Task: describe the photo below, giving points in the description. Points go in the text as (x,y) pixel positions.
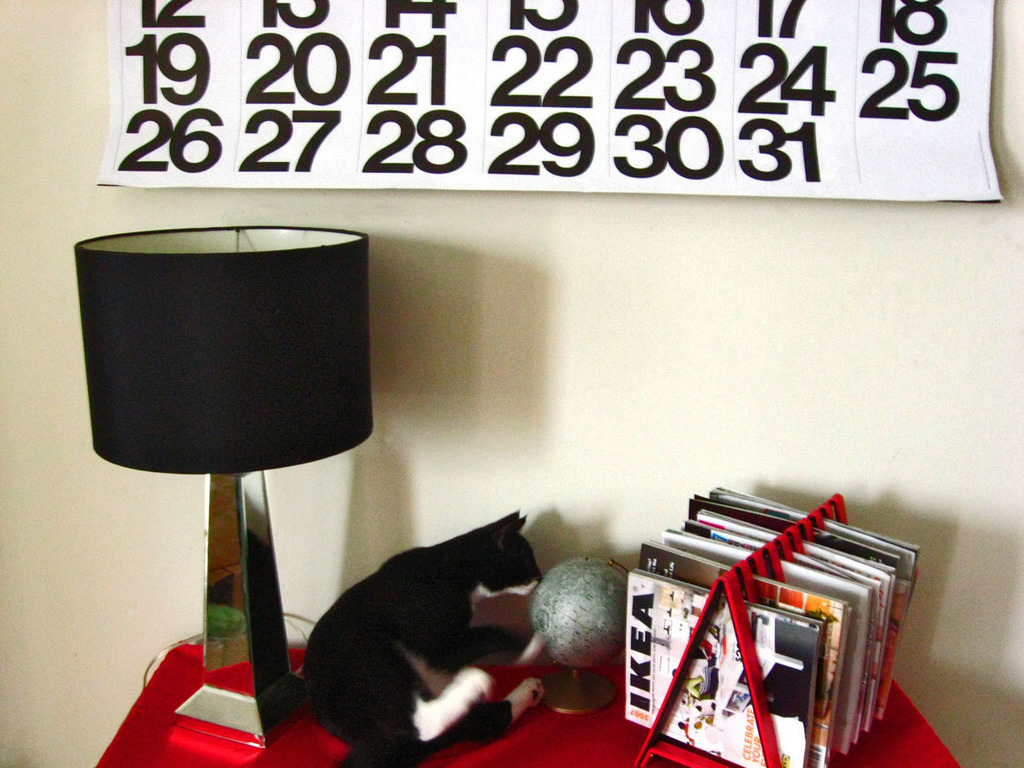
In this picture I can observe a calendar (289,152). There is a lamp (247,510) on the red color table (576,766). I can observe a cat (388,686), globe (583,650) and some books (658,596) on the table (212,765). In the background (82,398) there is a wall (477,385).
